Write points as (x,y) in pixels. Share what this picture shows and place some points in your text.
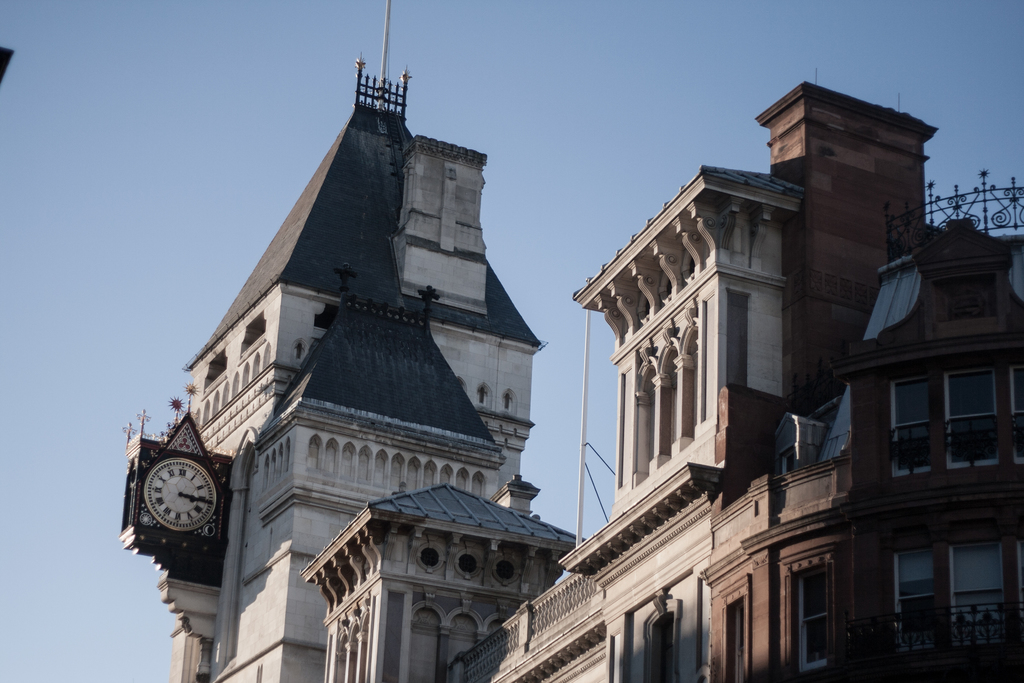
In this image in front (291,443) there are buildings (987,563). There is a clock (189,495) on the wall (272,445). In the background of the image (60,209) there is sky (129,173).
